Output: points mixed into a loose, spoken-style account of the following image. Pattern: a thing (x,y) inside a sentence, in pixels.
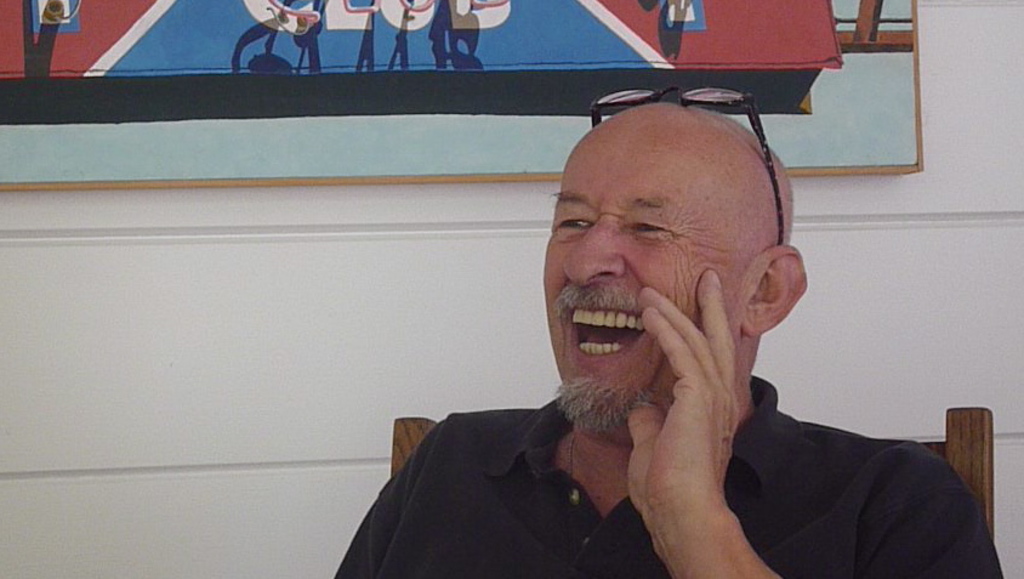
In this image I can see the person (680,422) sitting and the person (511,457) is wearing black color shirt (508,431). In the background (373,124) I can see the frame (212,168) attached to the wall (167,349) and the wall (191,371) is in white color.
